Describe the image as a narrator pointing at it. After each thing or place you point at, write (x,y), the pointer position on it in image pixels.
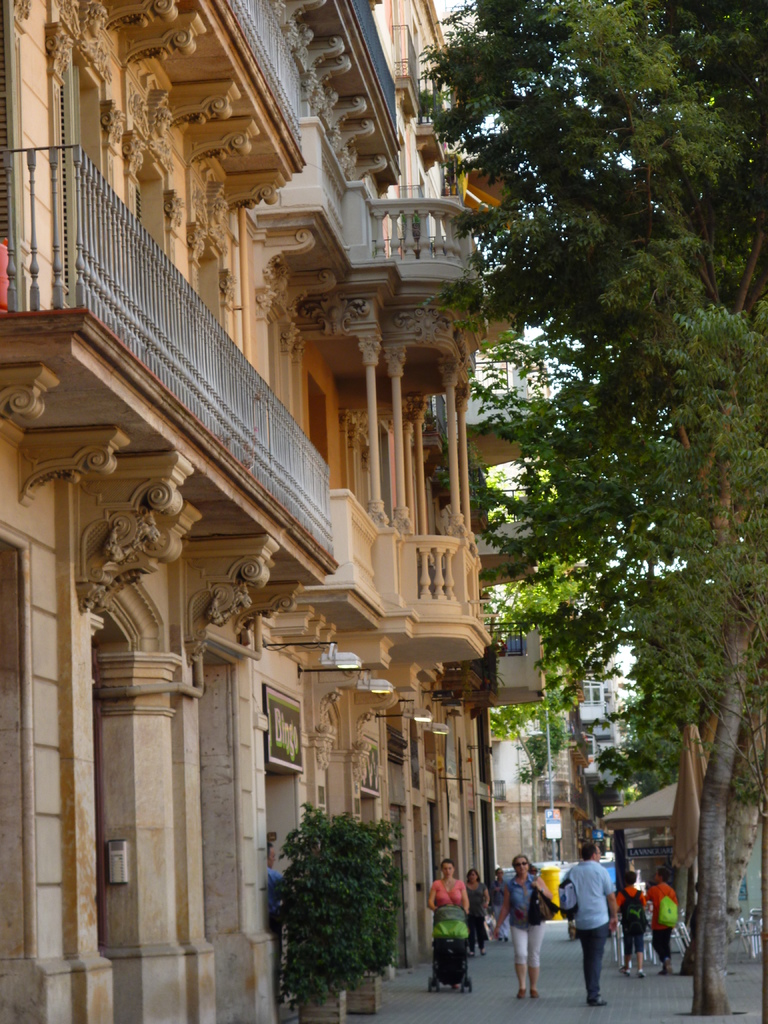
In this image we can see buildings (236,643), fence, trees (623,223), plants (345,934), poles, boards (287,729) and lights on the wall (305,699) and on the right side (543,456) there are trees (588,642), few persons (526,895) are walking and standing on the ground (489,1018), a woman (449,872) is holding the stroller (453,982), chairs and poles (551,799). In the background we can see the sky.
